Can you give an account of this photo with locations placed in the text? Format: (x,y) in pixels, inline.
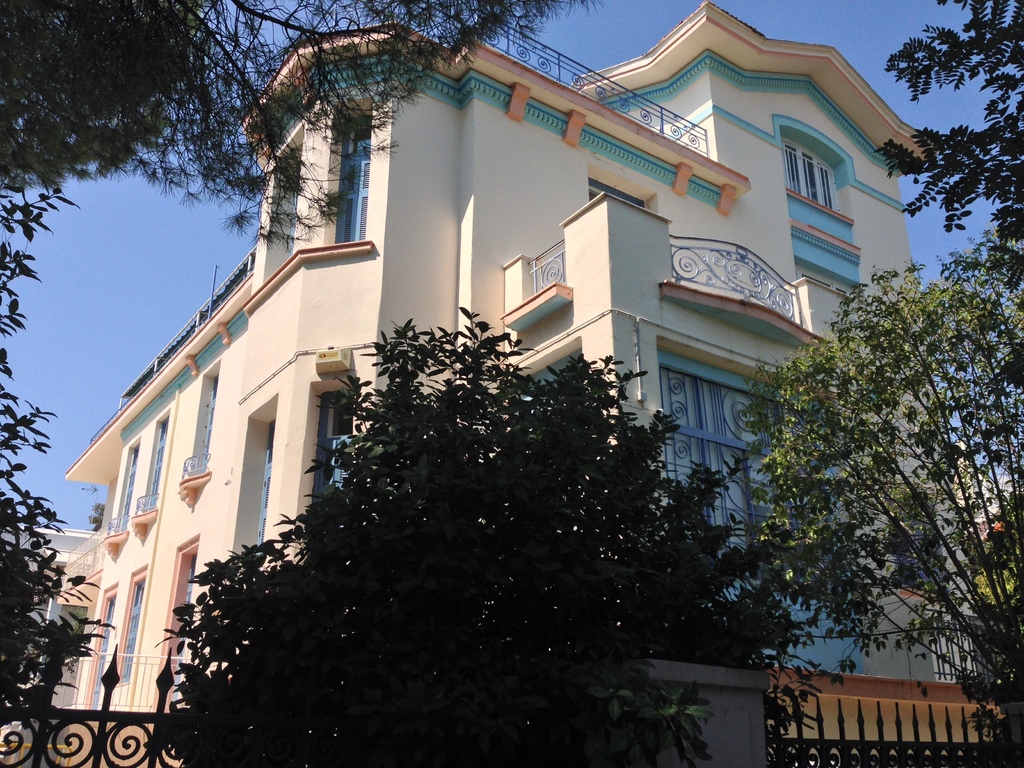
In this picture there is a building (541,257) in the center of the image (370,407) and there are trees (121,98) on the right (859,409) and left side of the image (49,57).
